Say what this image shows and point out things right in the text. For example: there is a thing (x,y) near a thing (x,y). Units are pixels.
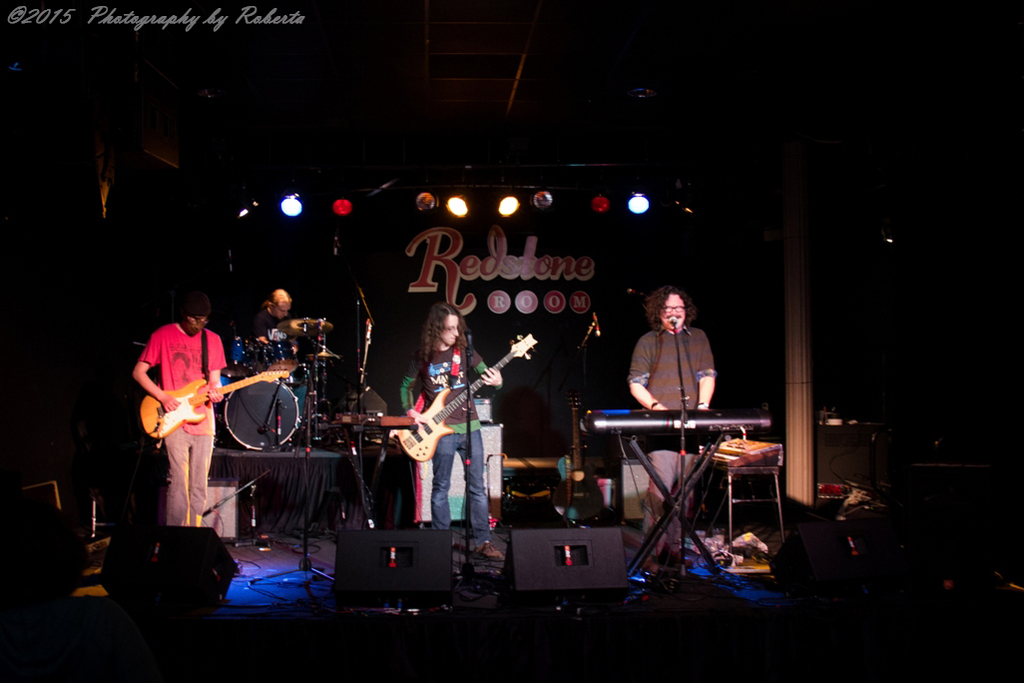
In this picture i can see three persons (670,357). And they are standing on the floor (505,553) right side person (647,391), he is smiling, he is standing in front of a mike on the middle person (452,426) is holding a guitar (431,427) and left side person (180,434) he is wearing a red color t-shirt (173,366) he is holding a guitar (162,433), back side of them there is a person (265,330), in front of him there are some musical instrument (295,392) seen, and back side there is a text (485,268) written on the board (395,279). And there is a beam (798,260) on the right side (808,341).
